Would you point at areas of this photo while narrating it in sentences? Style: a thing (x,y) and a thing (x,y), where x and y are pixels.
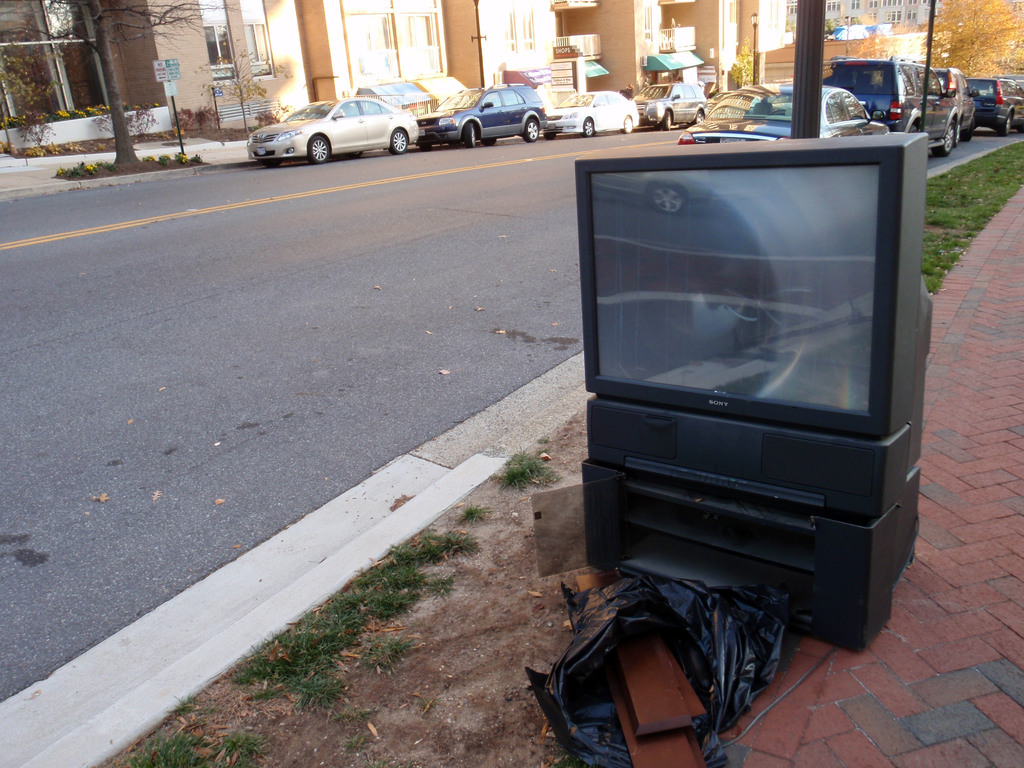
In this image, on the right (713,345) there is a television (825,336), cover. In the middle (386,265) there are vehicles (739,130), road (467,154), trees (994,25), buildings (760,39), tents (863,27), poles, grass (970,174).
